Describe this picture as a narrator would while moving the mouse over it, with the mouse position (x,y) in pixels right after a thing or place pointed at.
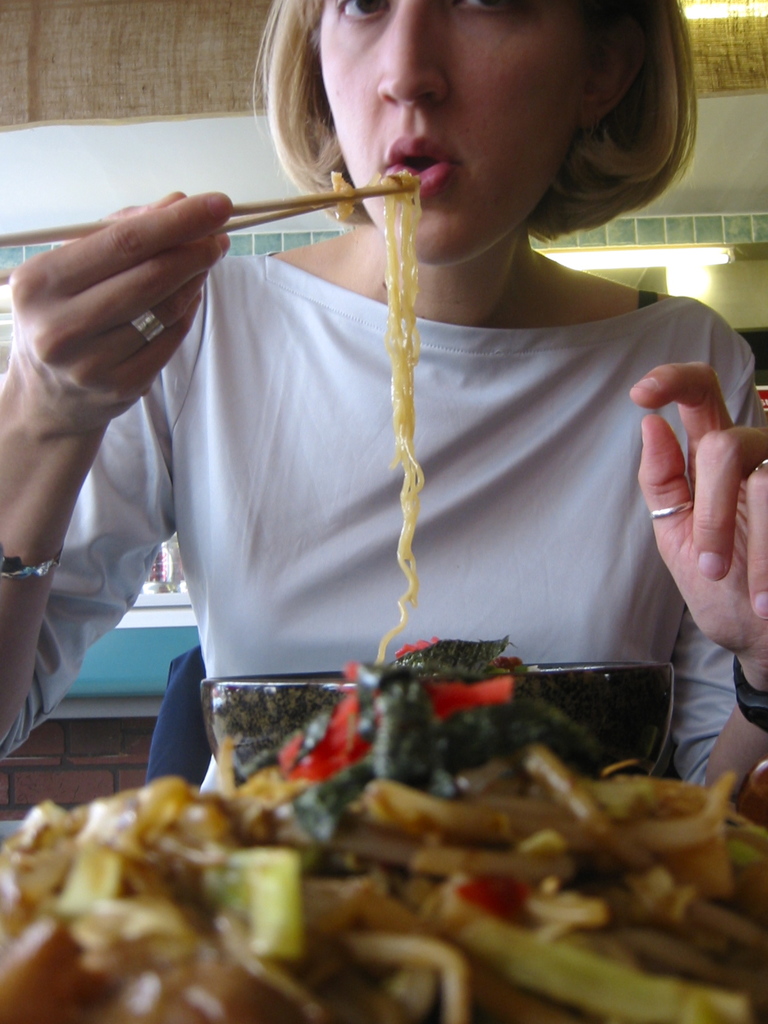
A woman (377,455) is holding chopsticks (304,204) with noodles (394,270). In front (321,934) her there are some food items (381,886). In the background (269,229) there is a wall (130,119). She is wearing rings (689,506), bracelet (47,562) and a watch (767,708).
